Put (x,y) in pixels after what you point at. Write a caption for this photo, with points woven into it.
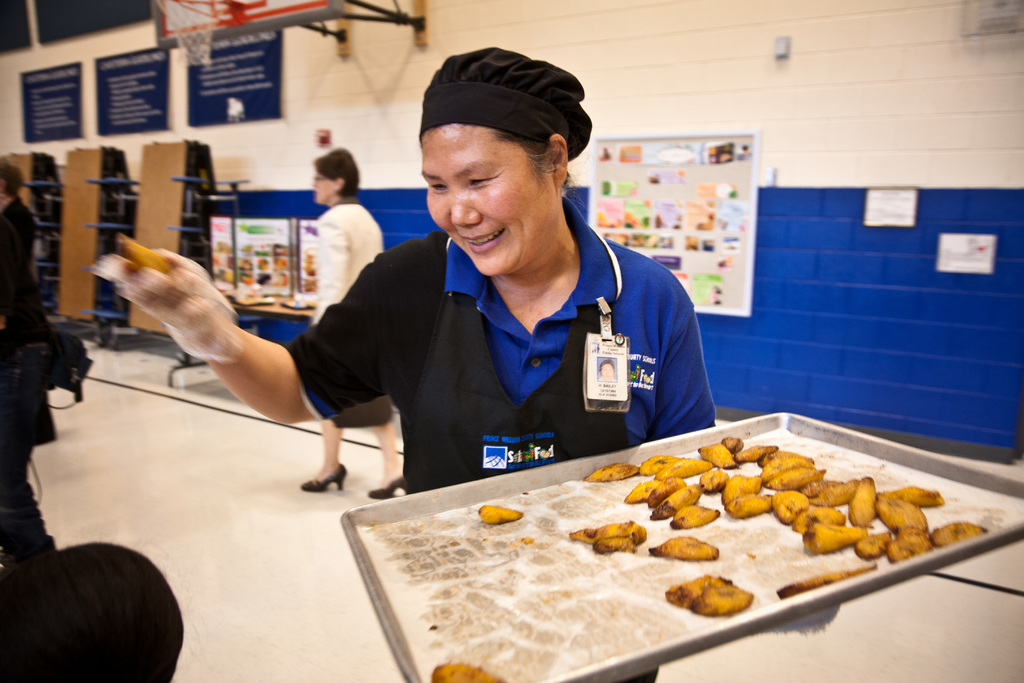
In this image we can see a group of people (326,449) standing on the floor (237,518). One woman (513,292) is wearing a cap (527,111) and holding tray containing food (854,499). In the background (693,237), we can see group of posters (633,236), photos (700,205), boards (697,220) with some text (236,83), a goal post (256,15), some racks (197,227) placed on stands (133,187) and some objects (301,307) placed on the table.
